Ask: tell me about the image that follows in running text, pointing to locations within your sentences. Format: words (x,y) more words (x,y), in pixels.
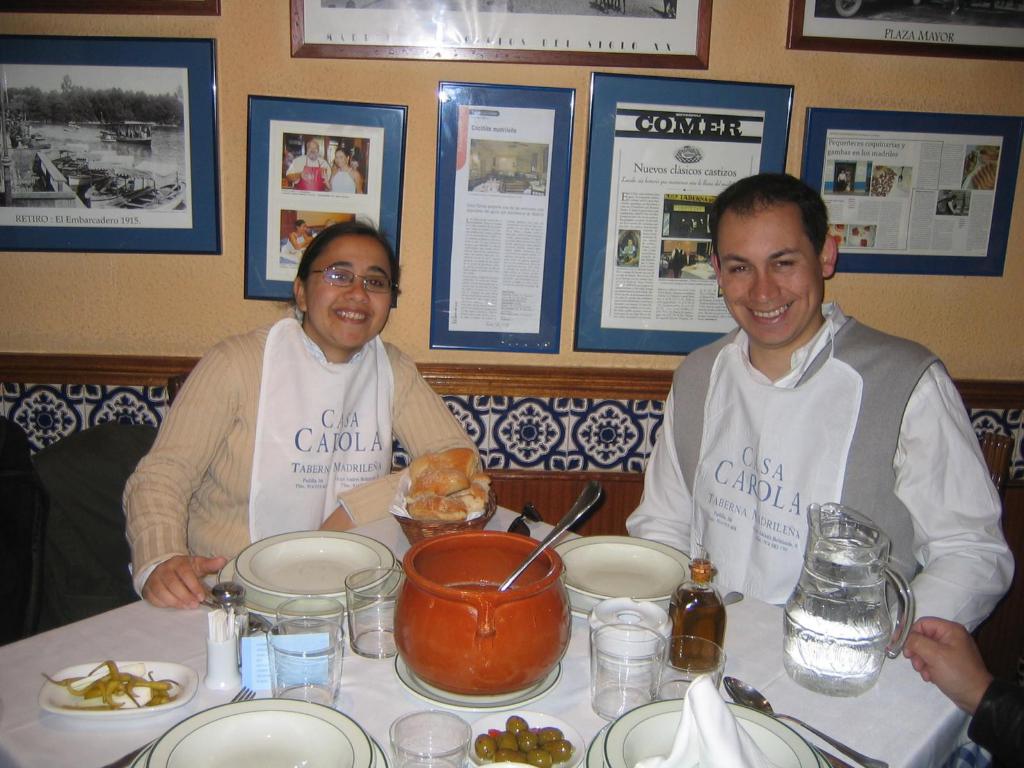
In the image there is a man (785,355) and woman (291,379) sitting in front of table (928,726) with bowls (434,623), plates (335,556), glasses (331,669), jug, bottles (675,623) on it. Behind them there are many photographs (527,168) on the wall (767,20).
